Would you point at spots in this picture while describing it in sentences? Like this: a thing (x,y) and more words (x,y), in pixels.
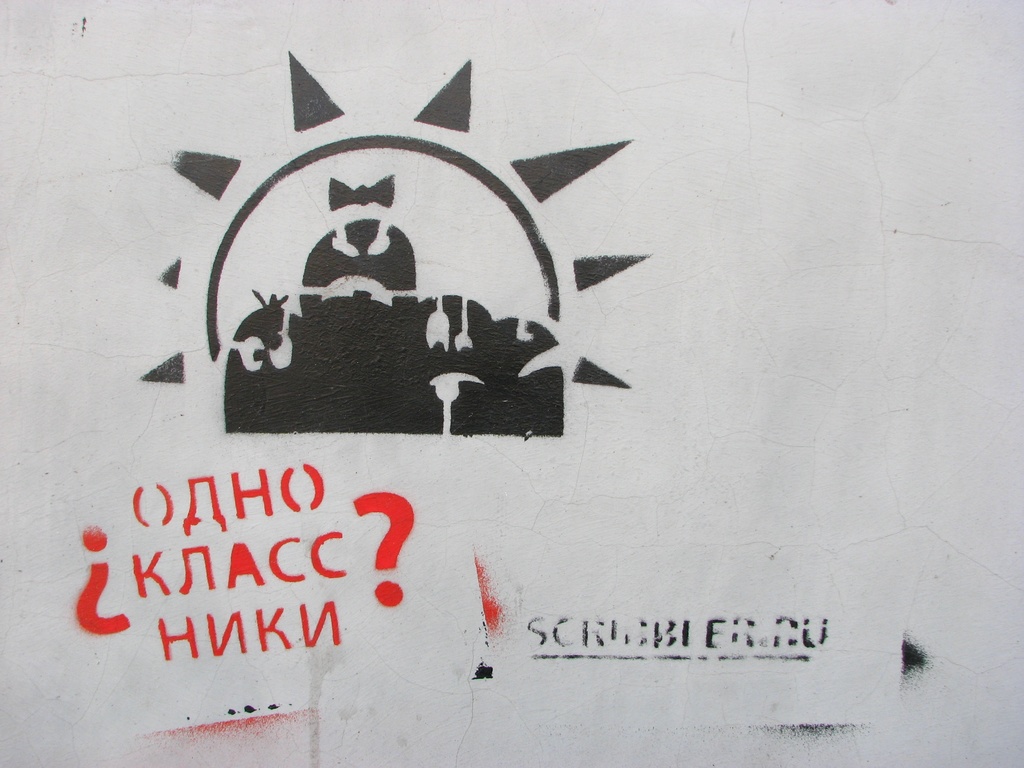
In this image we can see a picture (280,280) and text (238,574) written on the wall (735,286).
